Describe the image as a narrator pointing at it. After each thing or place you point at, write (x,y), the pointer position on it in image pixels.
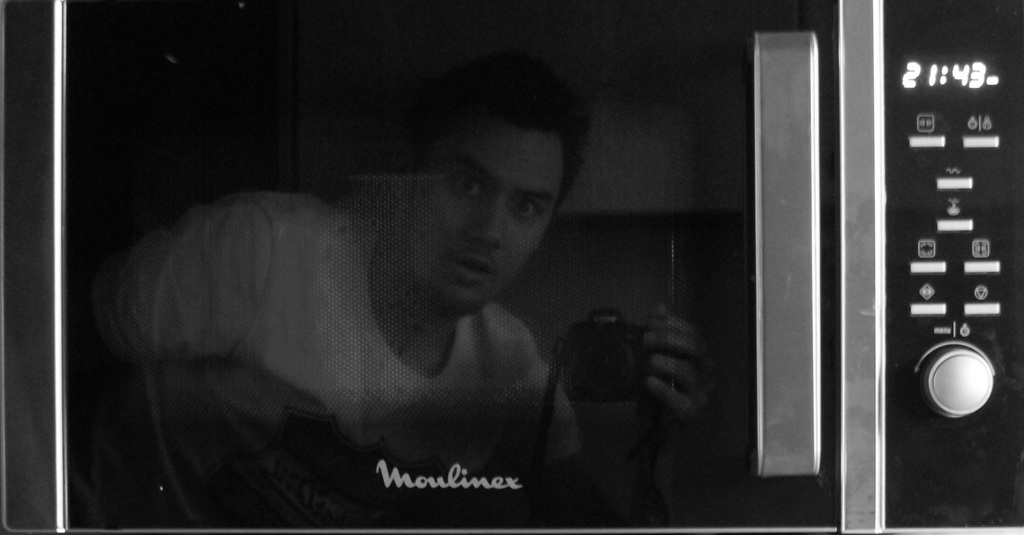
This is a black and white image. In the image we can see the person's reflection (431,173). The person (410,357) is wearing clothes (383,379) and holding a camera (577,377) in hand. Here we can see time duration (926,82) and these are the buttons (934,306).
